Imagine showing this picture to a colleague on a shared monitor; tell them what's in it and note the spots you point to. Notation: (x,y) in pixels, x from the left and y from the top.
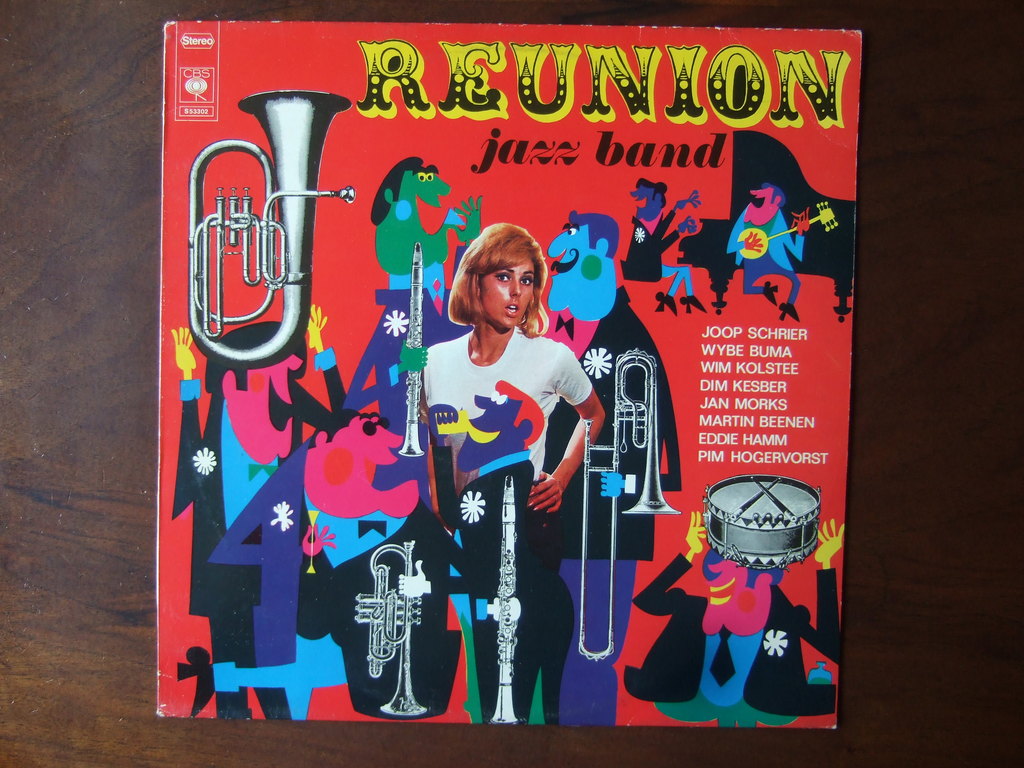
In this picture, we see a cardboard (358,200) in red color containing the cartoons (594,287) and the image (549,342) of the woman (548,374) is placed on the brown color wooden table (63,346). We even see the musical instruments (300,136) and the text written on the red color board (665,455).
